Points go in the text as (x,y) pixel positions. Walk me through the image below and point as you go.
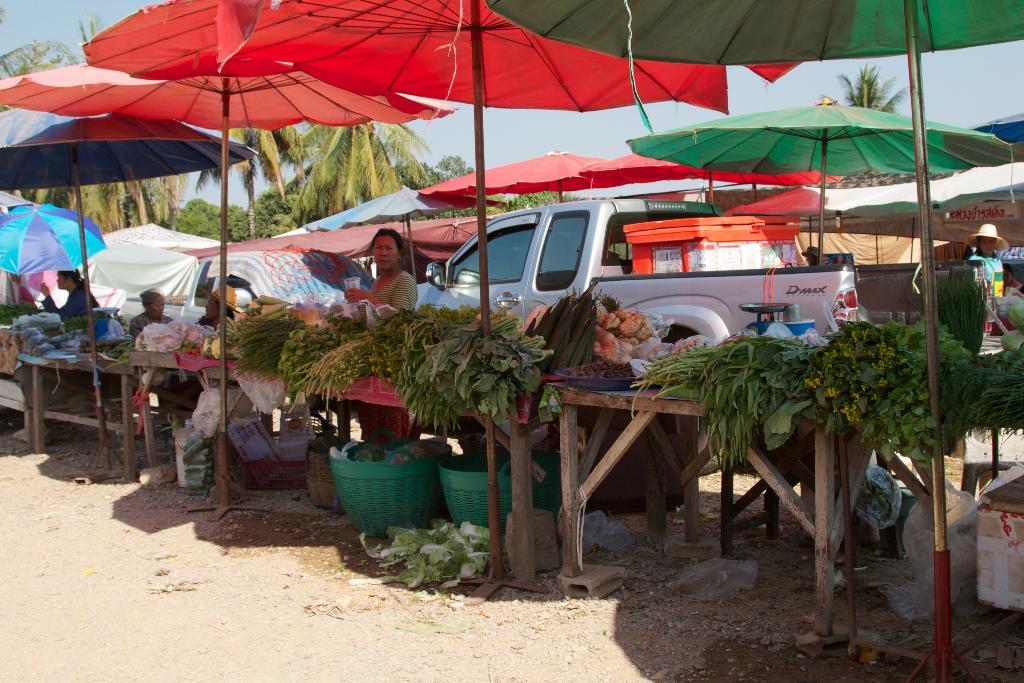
This image is taken outdoors. At the top of the image (46,19) there is the sky (500,129). At the bottom of the image (355,645) there is ground (74,493). In the background (208,204) there are many trees (412,175) with leaves (348,167), stems (139,212) and branches (354,178). In the middle of the image (456,228) there are many umbrellas (229,92) and a few tents (964,185). There are few stalls (859,225). A car (556,245) is parked on the ground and there are a few objects (765,234) in the car (827,270). There are many tables (44,352) with leafy vegetables (427,331), fruits (605,350), flowers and many things (46,317) on them. A woman (147,296) is sitting on the chair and two women (67,287) are standing. On the right side of the image (976,250) there is a man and there are a few objects (973,512) on the ground (773,537). There are a few baskets (396,483) on the ground (456,588).
